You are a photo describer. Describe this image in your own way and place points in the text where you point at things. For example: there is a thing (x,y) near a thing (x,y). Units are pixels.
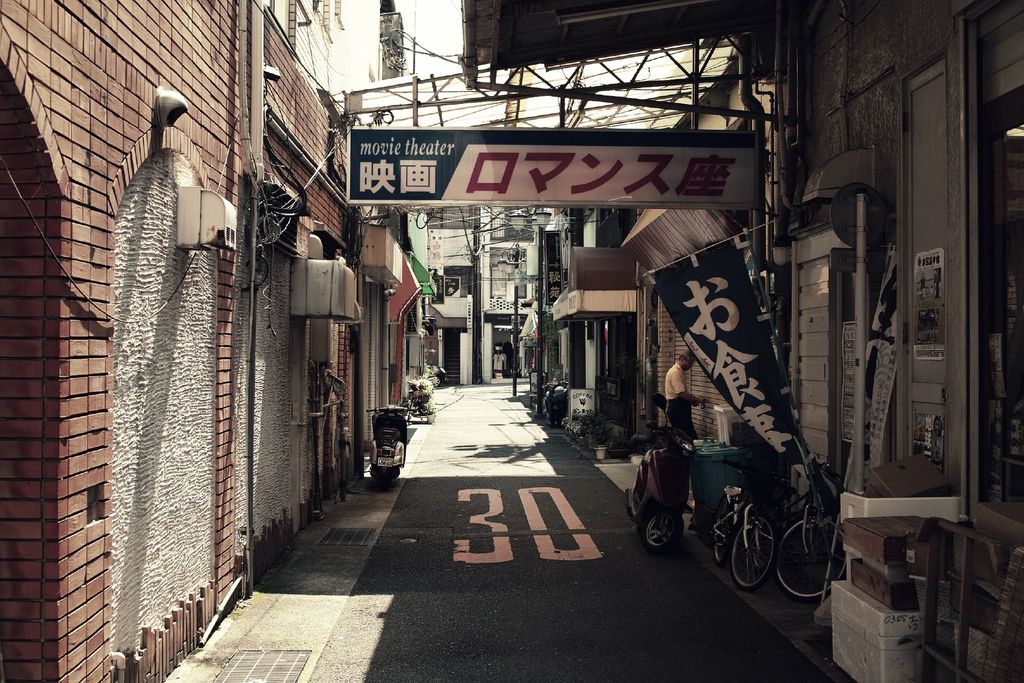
In this image I can see number of buildings (493,276), boards (677,203), few bicycle (789,511), few vehicles (660,507), few plants (609,442) and over there I can see a man (680,385) is standing. I can also see something is written at few places.
